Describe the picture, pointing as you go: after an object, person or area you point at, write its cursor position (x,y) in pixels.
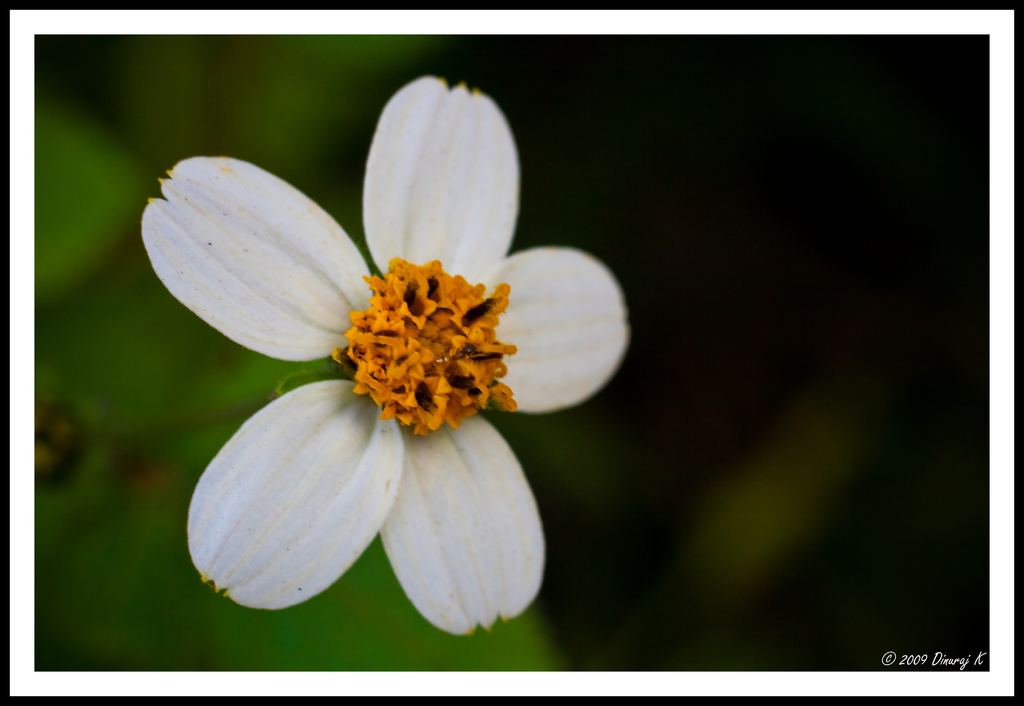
In this picture we can observe a white color flower (265,339). We can observe an orange color flower bud (421,356) on this flower (414,333). On the right side (953,658) there is a white color watermark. The background (682,166) is in black and green color.
